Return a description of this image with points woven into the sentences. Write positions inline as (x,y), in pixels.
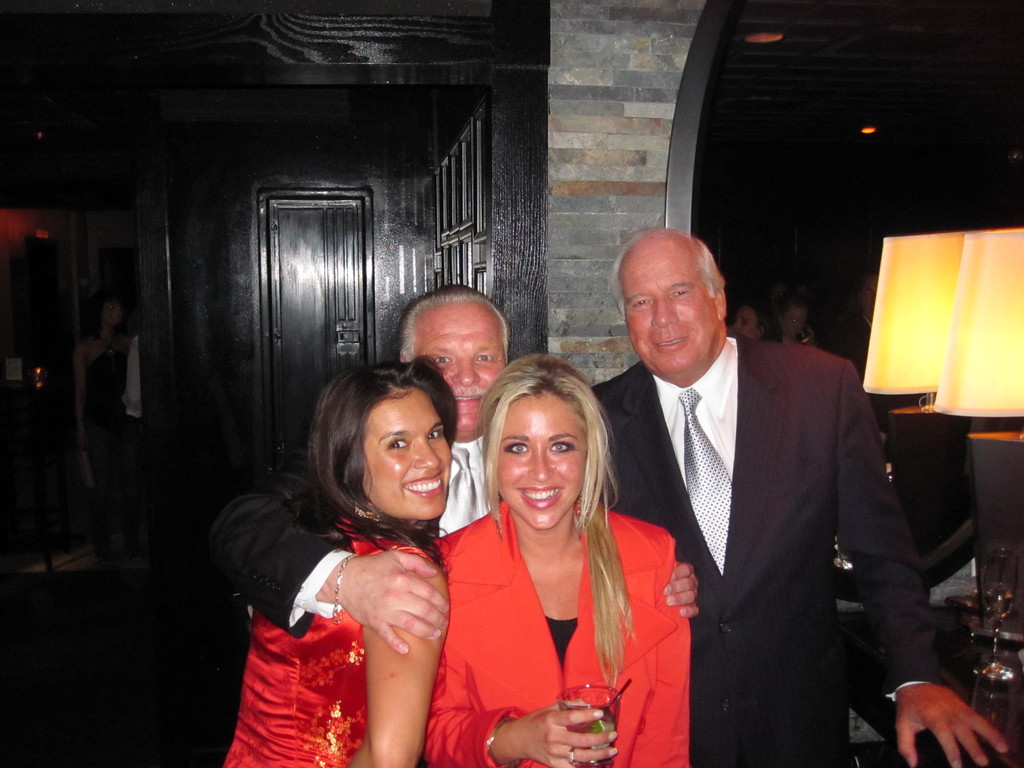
This is an inside view. Here I can see two women (519,516) and two men (468,437) are standing, smiling and giving pose for the picture. One woman (502,693) is holding a glass (603,723) in the hand (549,739). On the right side (973,340) there are two lamps (989,388) placed on a table (991,683). In the background (838,331), I can see some more people (793,312) and also there is a door (326,293) to the wall (409,221). On the left side (86,382) there is a person (117,378) in the dark.
